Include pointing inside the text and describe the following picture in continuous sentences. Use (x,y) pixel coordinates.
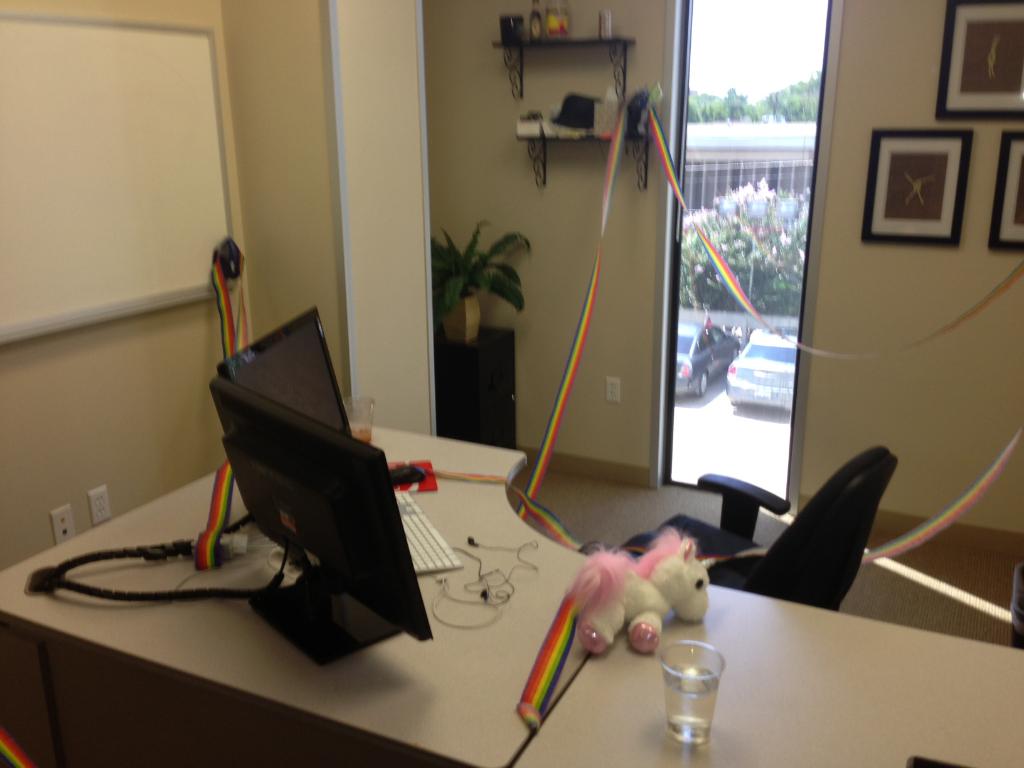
In this image I can see a desk (882,640) and on it I can see a keyboard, an earphone (505,609), a glass (675,680), few monitors (342,546) and a white colour soft toy (644,617). I can also see a chair (720,561), a plant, a whiteboard (188,263), few frames (874,212) on wall (904,323) and in the background (719,373) I can see few cars (761,353), few trees (759,241) and a building (706,137).
